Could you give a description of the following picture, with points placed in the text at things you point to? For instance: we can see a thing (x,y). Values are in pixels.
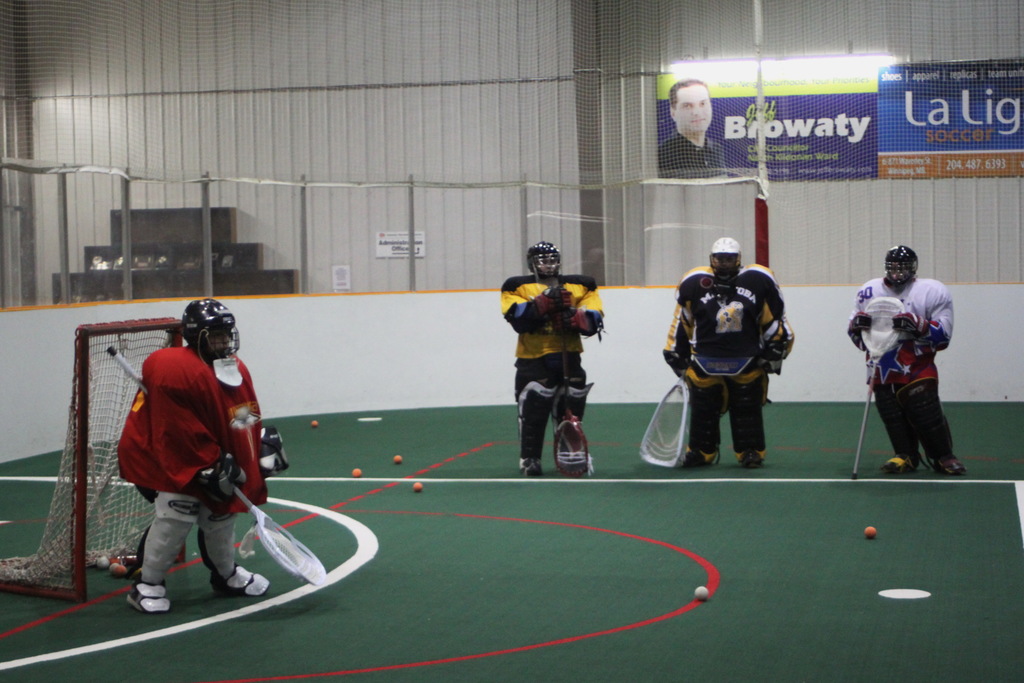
In this picture, we see four men (260,441) are standing. All of them are wearing the helmets (906,272). They are playing the box lacrosse game. In front of them, we see the balls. On the left side (54,558), we see a net (67,555). Behind them, we see a white wall (470,355) and the fence (208,273). In the background (253,46), we see a wall (492,59) on which boards (804,145) in blue and orange color are placed. We see some text (836,157) written on it. On the left side (188,275), we see a black cupboard (170,286).
